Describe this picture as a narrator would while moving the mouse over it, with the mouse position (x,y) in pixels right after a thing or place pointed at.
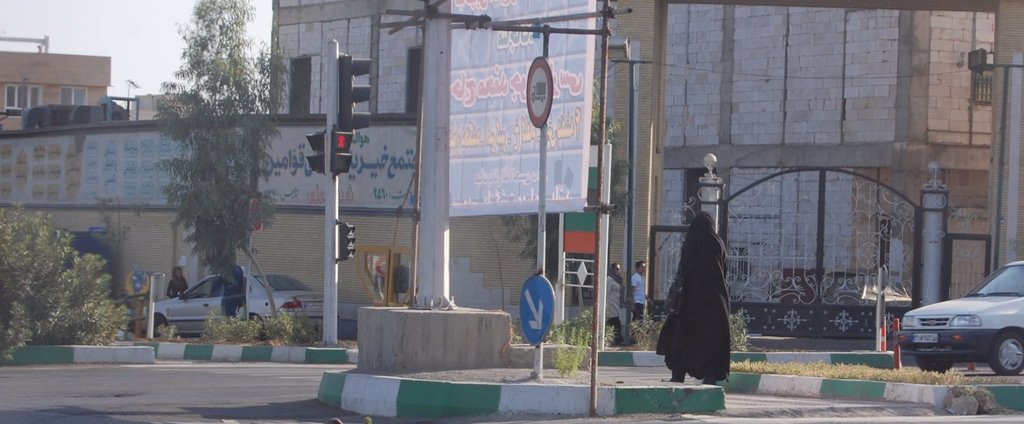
In the foreground of the image (484,174), we can see banner (549,184), poles (332,198), signal lights (340,137) and a person (695,245). In the background (252,291), we can see trees (201,158), cars (961,300), gate (857,231), board (73,158), plants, people (644,277) and buildings (920,23). In the left top of the image (109,16), we can see the sky (78,19).
